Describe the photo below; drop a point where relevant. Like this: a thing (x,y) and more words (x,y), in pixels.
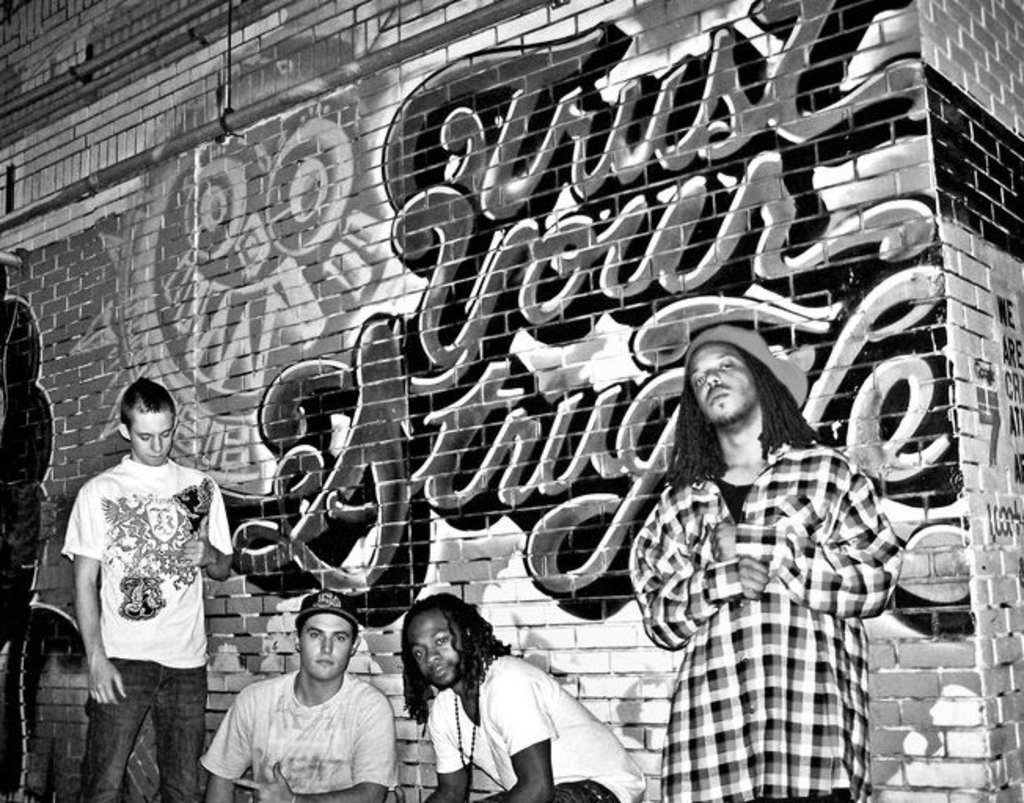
In this picture I can see few men (513,755), couple of them wore caps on their heads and I can see painting (607,348) on the brick wall (627,292) and I can see text (629,267).
